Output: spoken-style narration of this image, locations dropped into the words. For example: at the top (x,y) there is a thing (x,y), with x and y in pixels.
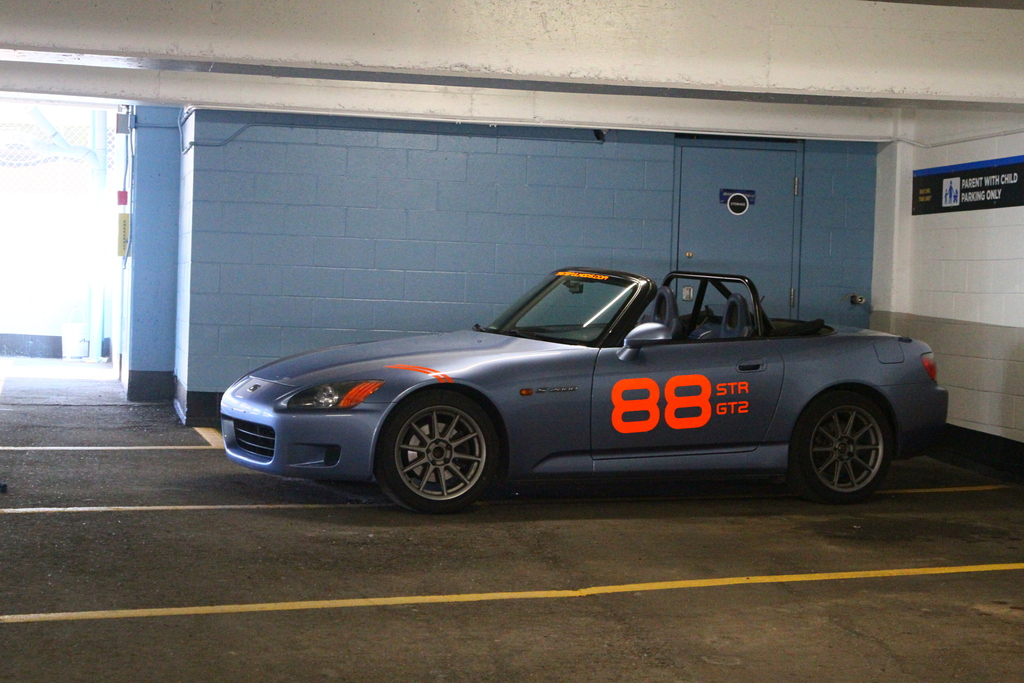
In the center of the picture (461,334) there is a car (555,418), beside the car (567,408) there is a door (703,219). In the center of the picture (402,232) it is wall (269,215). On the left (71,220) there is a building (31,320).
